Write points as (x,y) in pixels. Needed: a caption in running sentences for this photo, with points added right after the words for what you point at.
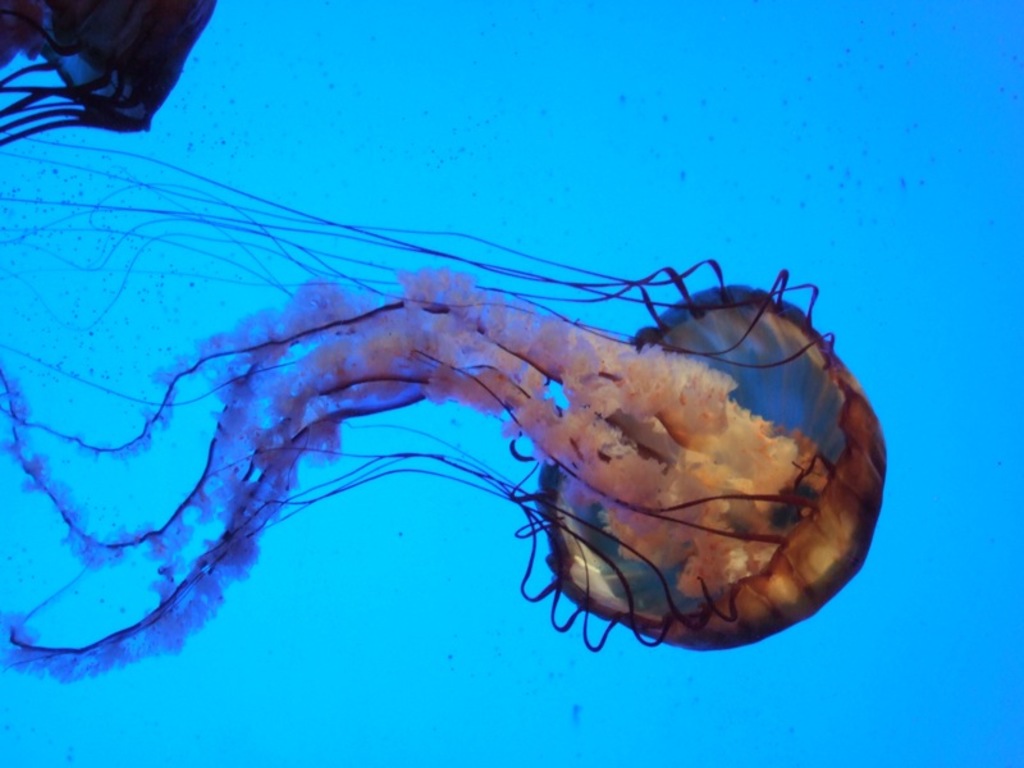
There are two jellyfishes (136,49) in the water (898,415) of an ocean (927,352). The background (817,673) is blue in color.
